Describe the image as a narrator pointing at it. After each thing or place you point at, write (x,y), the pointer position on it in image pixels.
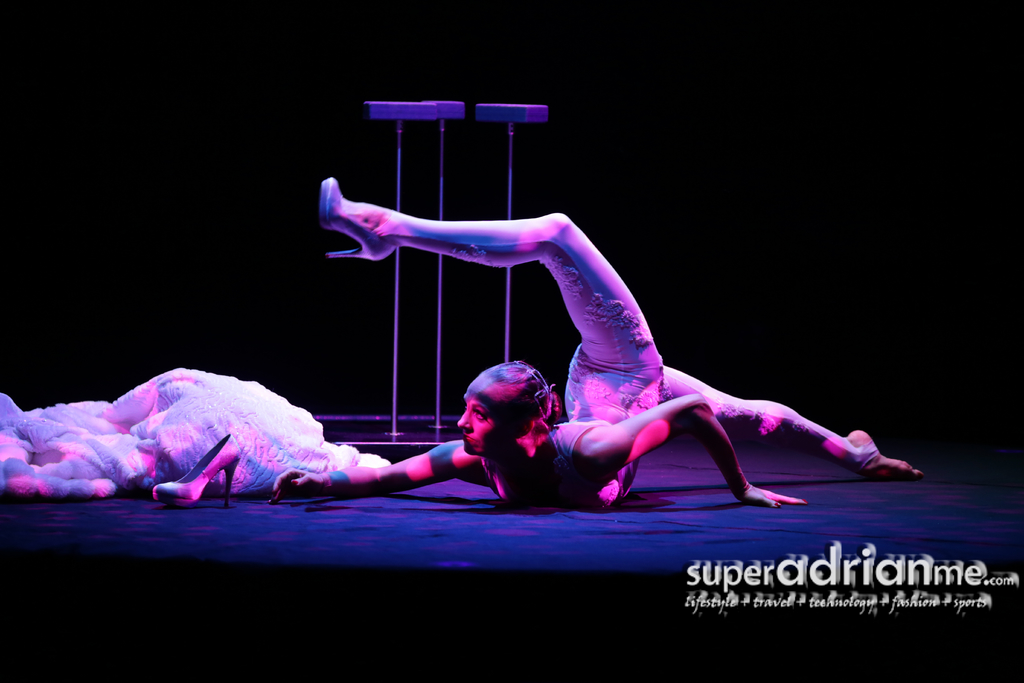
In this picture there is a woman (513,488) and we can see clothing (193,448), footwear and objects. In the background of the image (762,189) it is dark. In the bottom right side of the image (735,598) we can see text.
